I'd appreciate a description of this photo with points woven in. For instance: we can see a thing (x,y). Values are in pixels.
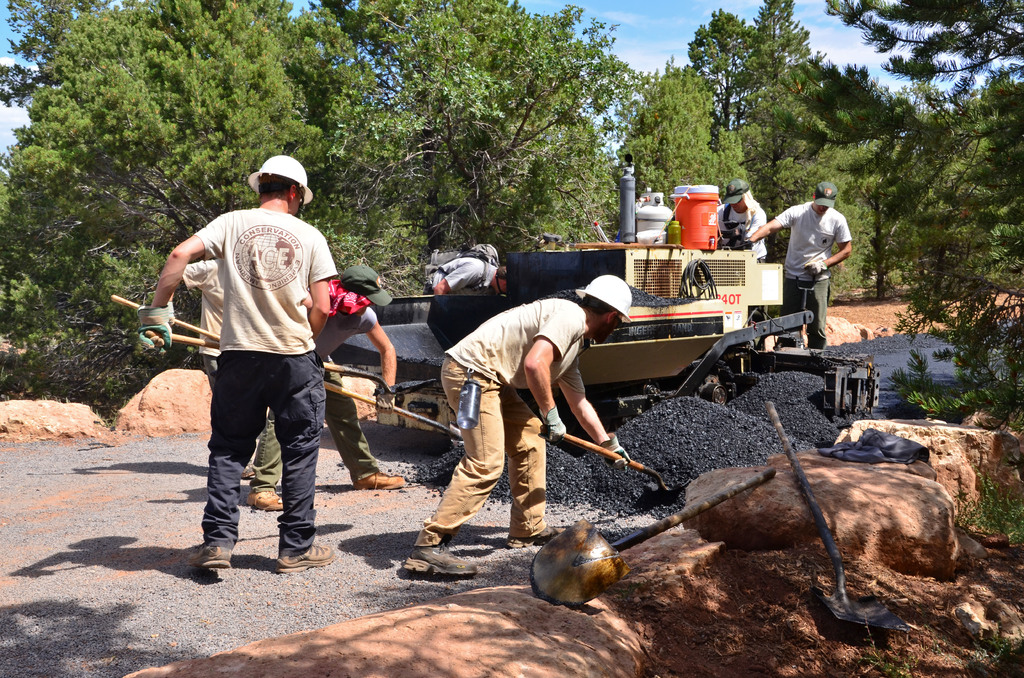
In the center of the image (585,321) there are people (507,448) laying roads (761,439). There is a road laying machine (509,256). In the background of the image (577,97) there are trees (426,155). In the foreground of the image (646,632) there is red soil (688,640). There are tools (722,496).
